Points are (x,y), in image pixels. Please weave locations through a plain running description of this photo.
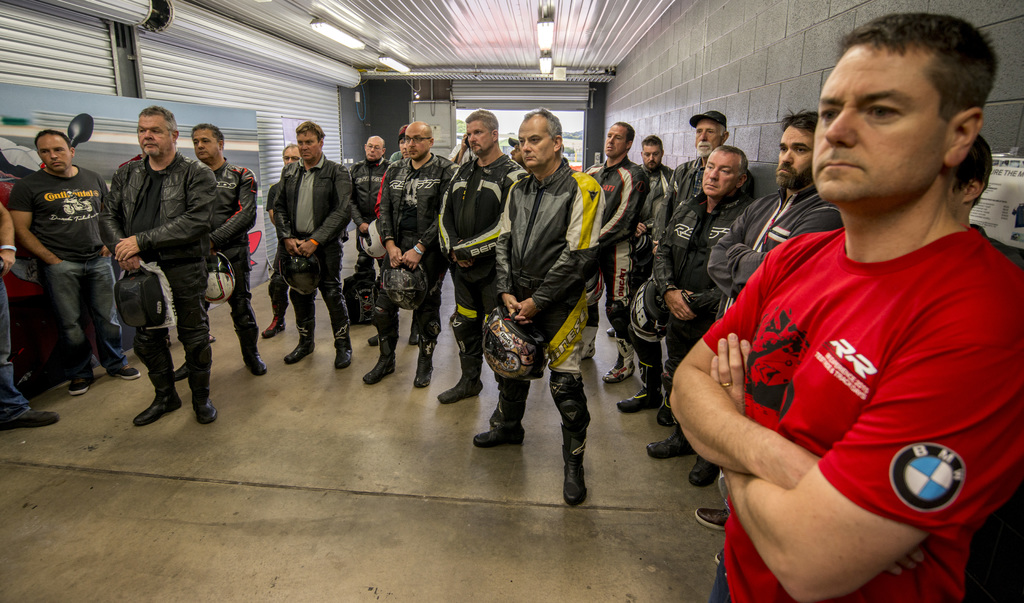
In this picture we can see a group of people (459,320) standing on the floor (310,443). Behind the people (190,259) there is a door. At the top of the image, there are ceiling lights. On the left side of the people (193,178), there is a board (130,156) and shutters (190,97). At the top right corner of the image (708,73), there is a wall (735,133).
